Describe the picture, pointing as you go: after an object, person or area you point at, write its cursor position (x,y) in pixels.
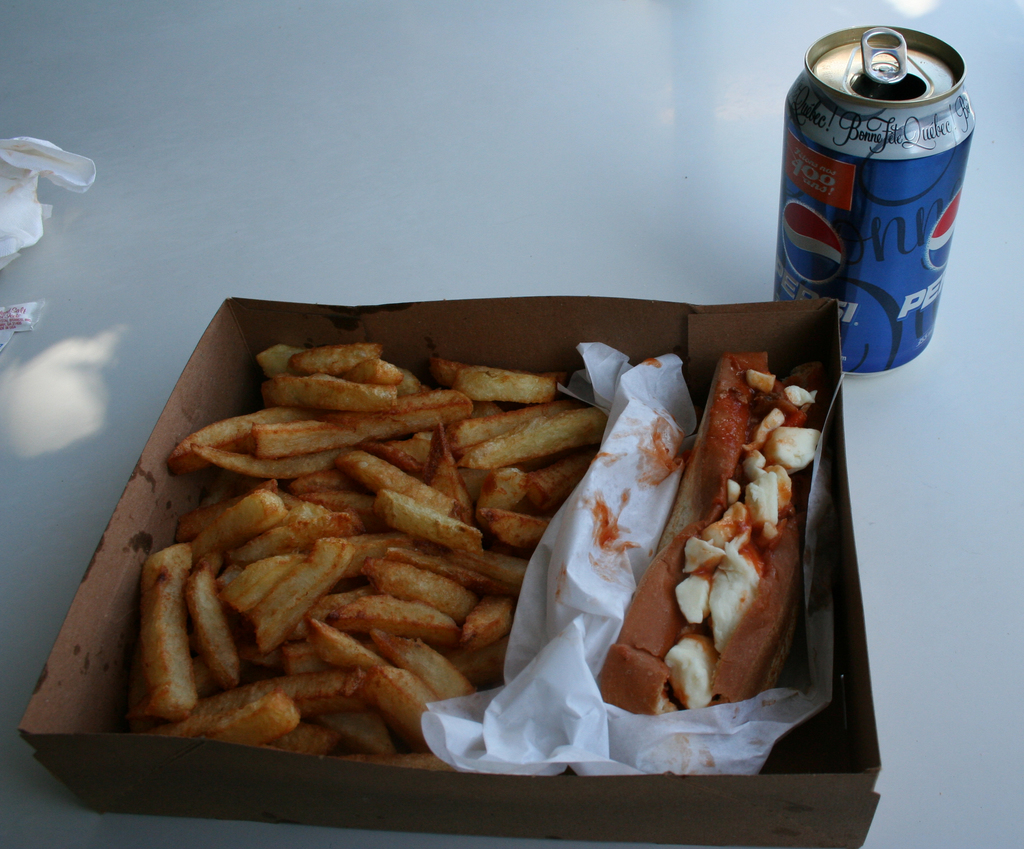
In this image, we can see some french fries (378,637) in the box (312,763) and we can see pepsi tin (882,215) kept on the white surface (218,128).
